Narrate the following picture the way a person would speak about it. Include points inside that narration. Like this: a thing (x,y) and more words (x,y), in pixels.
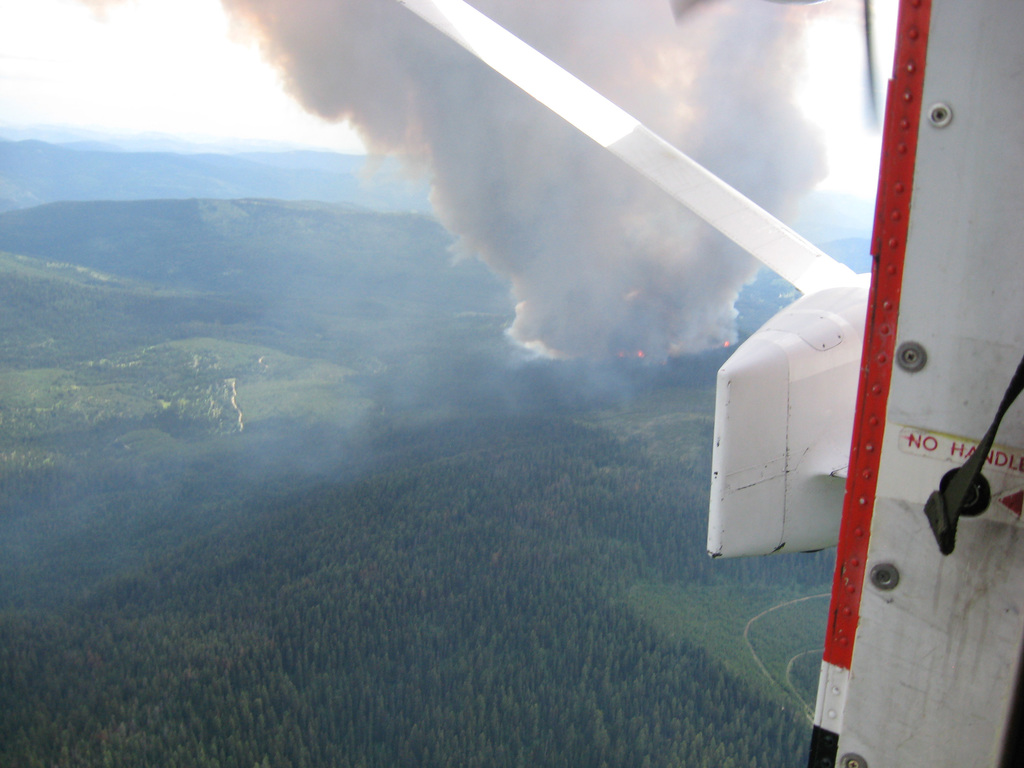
This image is clicked from an aircraft. At the bottom (224,634), there are trees (263,573) and plants (630,691) along with green grass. And we can see a smoke (544,284).
